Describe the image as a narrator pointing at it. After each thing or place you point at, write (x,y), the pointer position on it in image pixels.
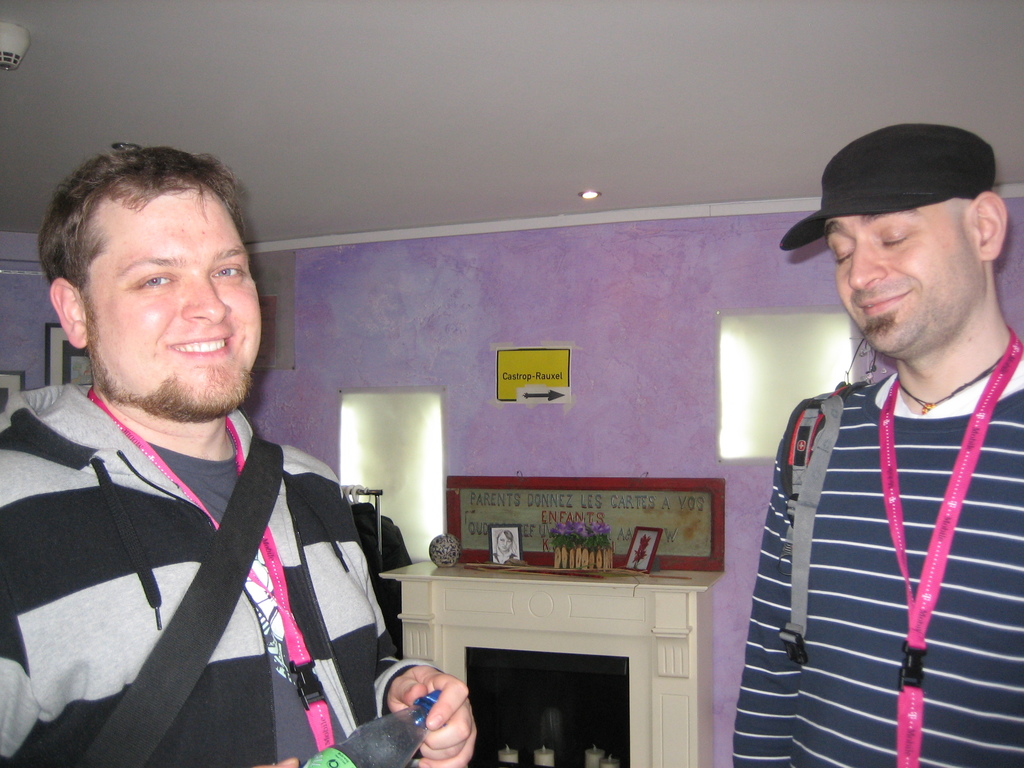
In this image in front (910,633) there are two people (922,618). Behind them there is a fireplace (598,700). On top of the fire place (518,598) there is a name board (573,518), photo frames (645,546) and a few other objects (584,542). In the background of the image (266,272) there are photo frames (62,359) and posters (513,362) on the wall (584,377). On top of the image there is a light (584,193).
